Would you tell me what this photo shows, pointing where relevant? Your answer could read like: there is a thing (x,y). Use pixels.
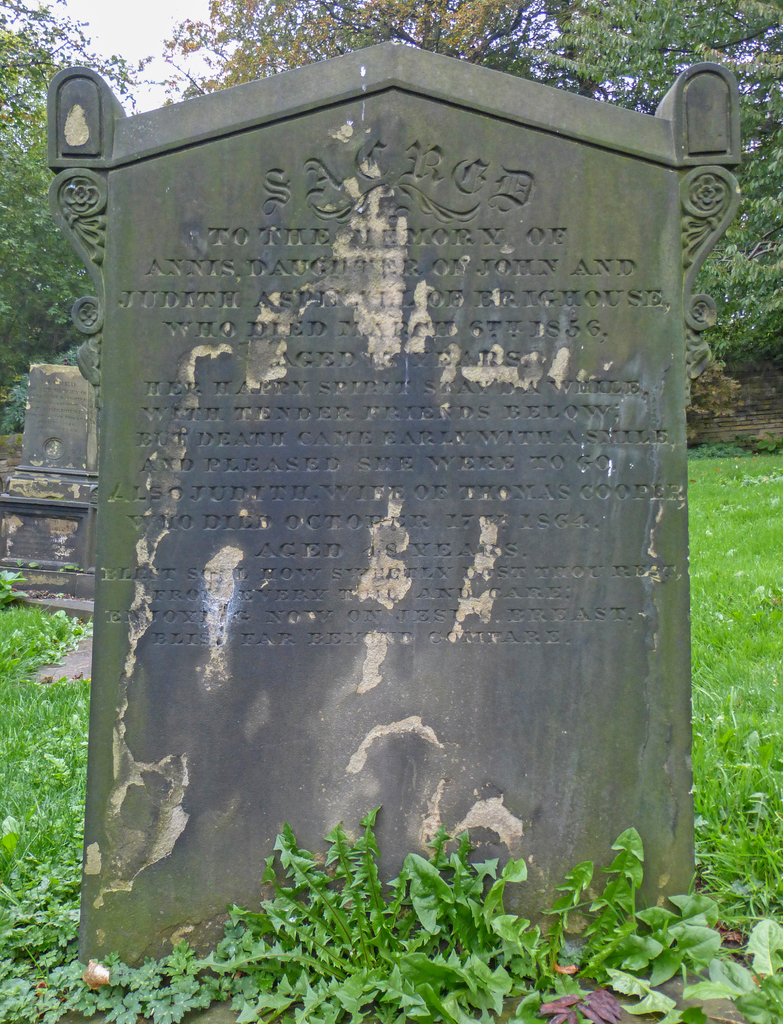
In this picture I can see couple of gravestones (204,511) with some text (315,463) and grass (23,702) on the ground (557,944). I can see trees (150,57) in the back (134,71) and a cloudy sky (158,28).
